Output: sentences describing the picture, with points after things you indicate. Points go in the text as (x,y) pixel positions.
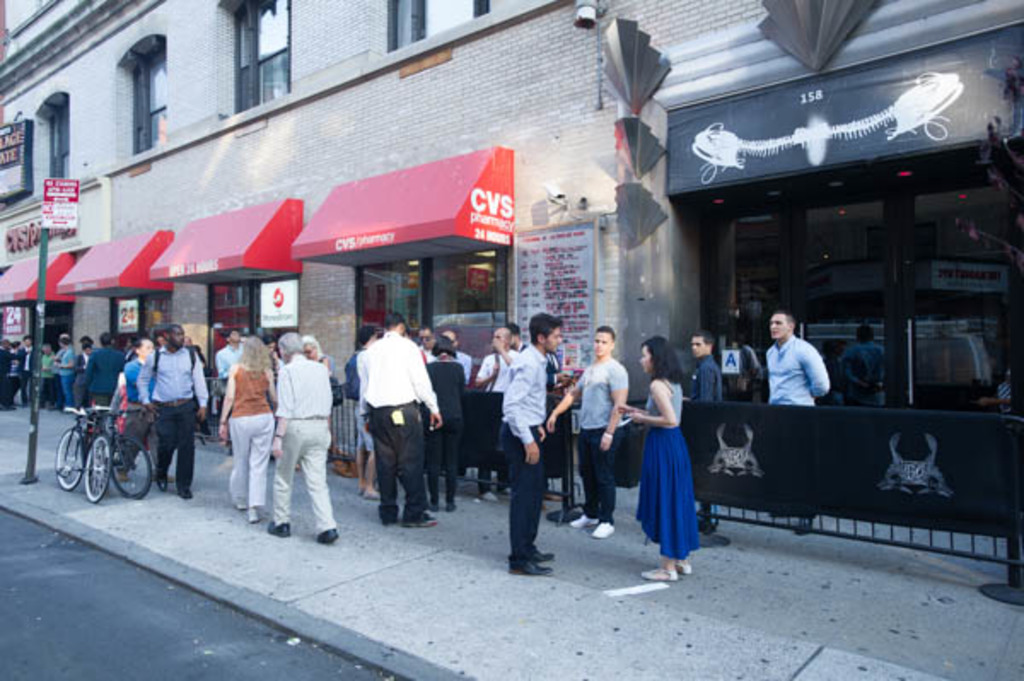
In this image I can see group of people (190,438) some are standing and some are walking, in front (98,437) I can see few bicycles (122,490), background (468,178) I can see few stalls (493,299) and a building (538,175) in brown color and I can see few glass windows (480,7).
